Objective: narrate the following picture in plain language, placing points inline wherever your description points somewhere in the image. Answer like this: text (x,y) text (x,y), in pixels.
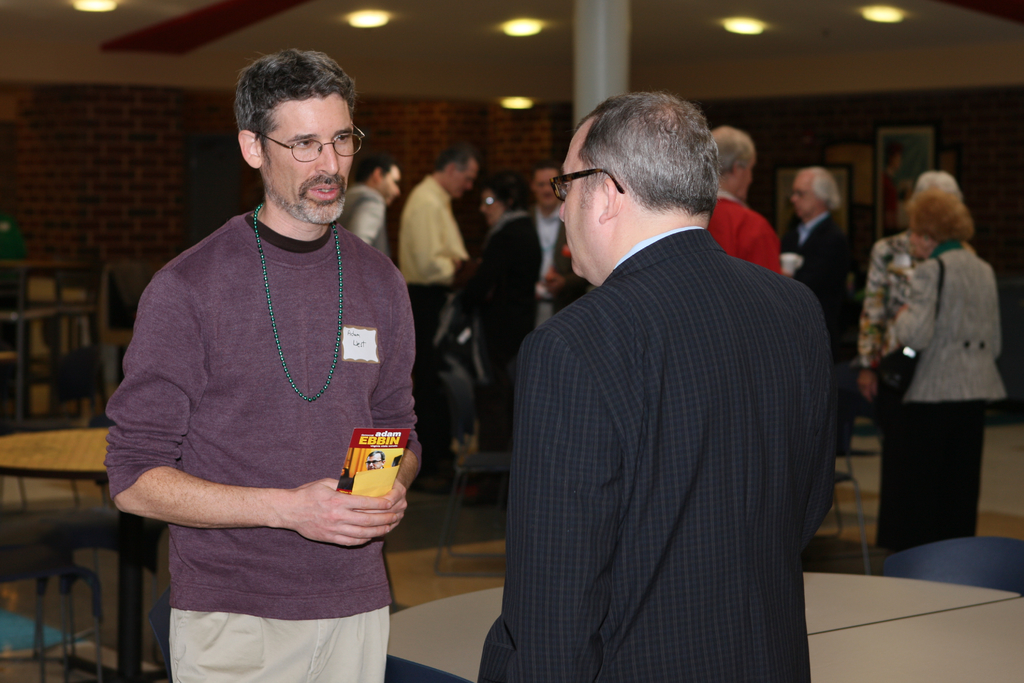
In this image I can see a person (681,418) wearing blue blazer (667,436) and another person (260,393) wearing t shirt (252,376) and pant (283,639) is standing and holding an object (381,456) in his hand (392,529). In the background (42,448) I can see few chairs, few persons (481,436) standing, a table (37,461), a pillar (598,98), the wall (493,127), the ceiling (475,53) and few lights (522,20) to the ceiling (456,35).
